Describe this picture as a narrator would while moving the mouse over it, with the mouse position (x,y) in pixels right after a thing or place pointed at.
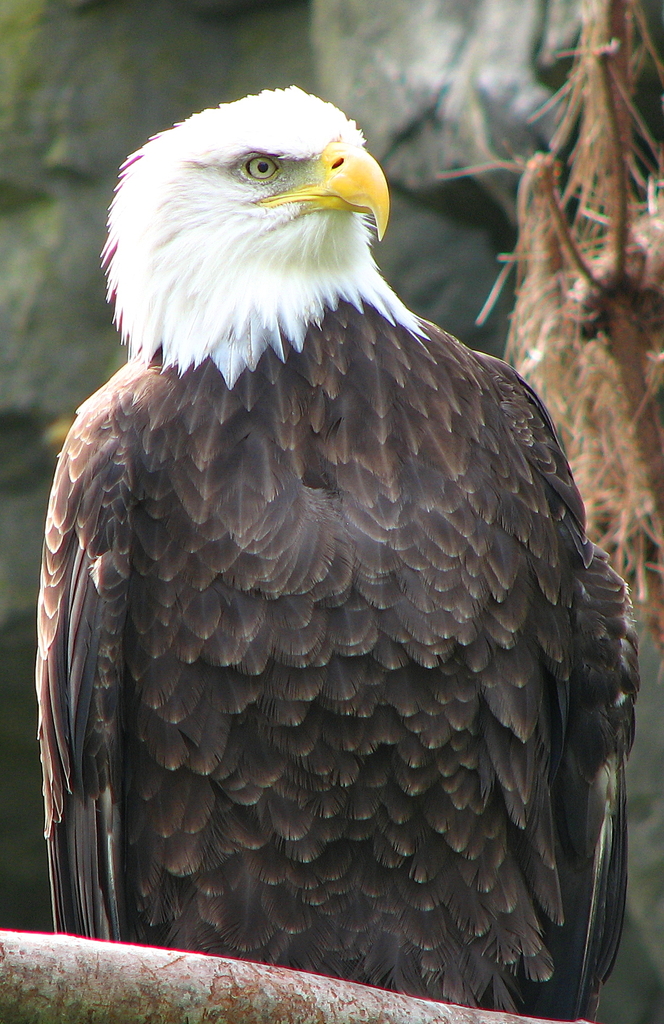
In this image I can see the bird (222,493) which is in white and black color. I can see the branch (190,989) of the tree (28,940). In the back (61,159) there are rocks (66,161) and dry plants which are in grey and brown color.
